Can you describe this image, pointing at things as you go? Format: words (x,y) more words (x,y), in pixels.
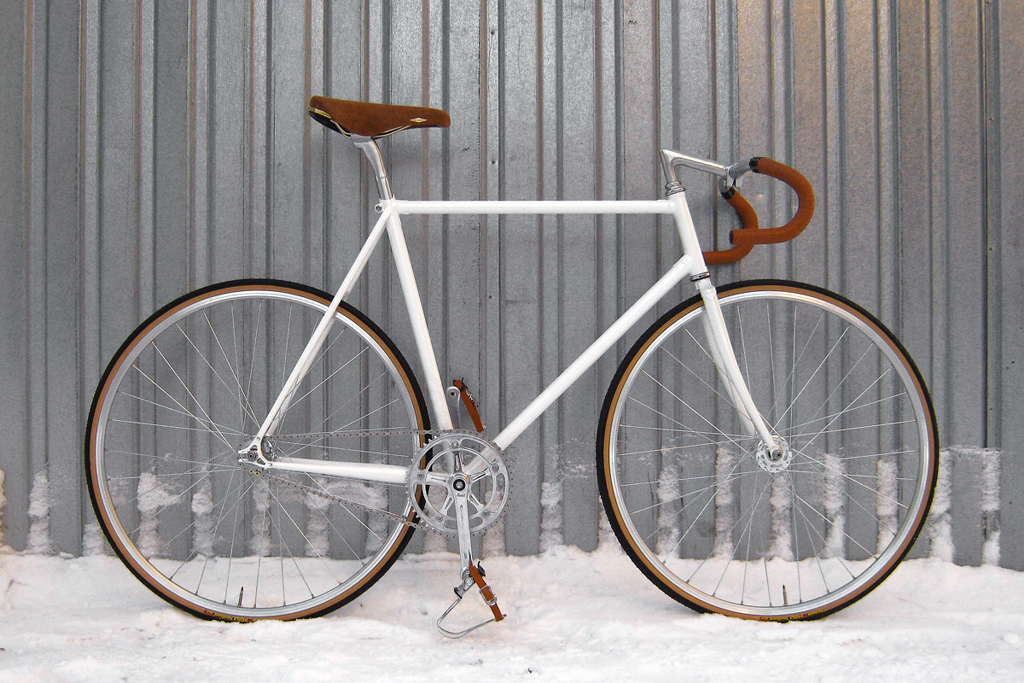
In this picture there is white and brown color cycle (459,597) parked on the snow ground (481,648). Behind there is a silver roller shutter (620,74).
